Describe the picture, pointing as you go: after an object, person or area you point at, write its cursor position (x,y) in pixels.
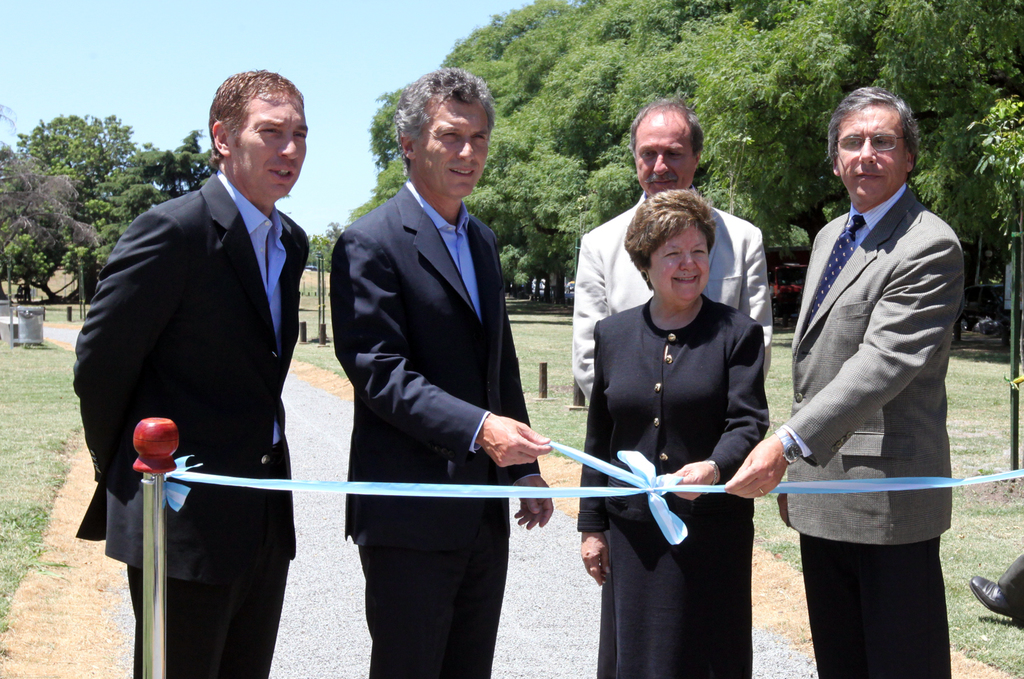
In the center of the image (492,344) we can see a few people (492,344) are standing and they are smiling and they are in different costumes (578,309). Among them, we can see a few people (681,251) are holding a ribbon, which is attached to the pole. On the right side of the image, there is a shoe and cloth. In the background (438,27), we can see the sky (404,40), trees (960,42), grass (525,348), poles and a few other objects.
